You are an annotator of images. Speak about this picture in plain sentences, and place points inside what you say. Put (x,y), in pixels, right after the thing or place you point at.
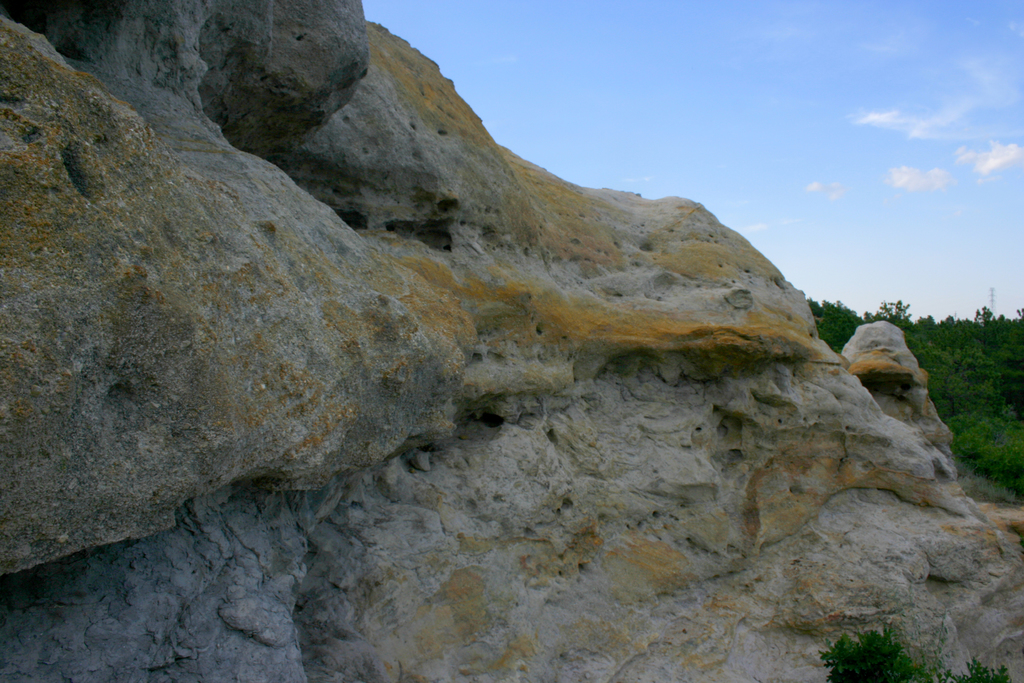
In this picture I can see rocks (566,474). In the background (775,185) I can see the sky (793,138) and trees (949,389).
